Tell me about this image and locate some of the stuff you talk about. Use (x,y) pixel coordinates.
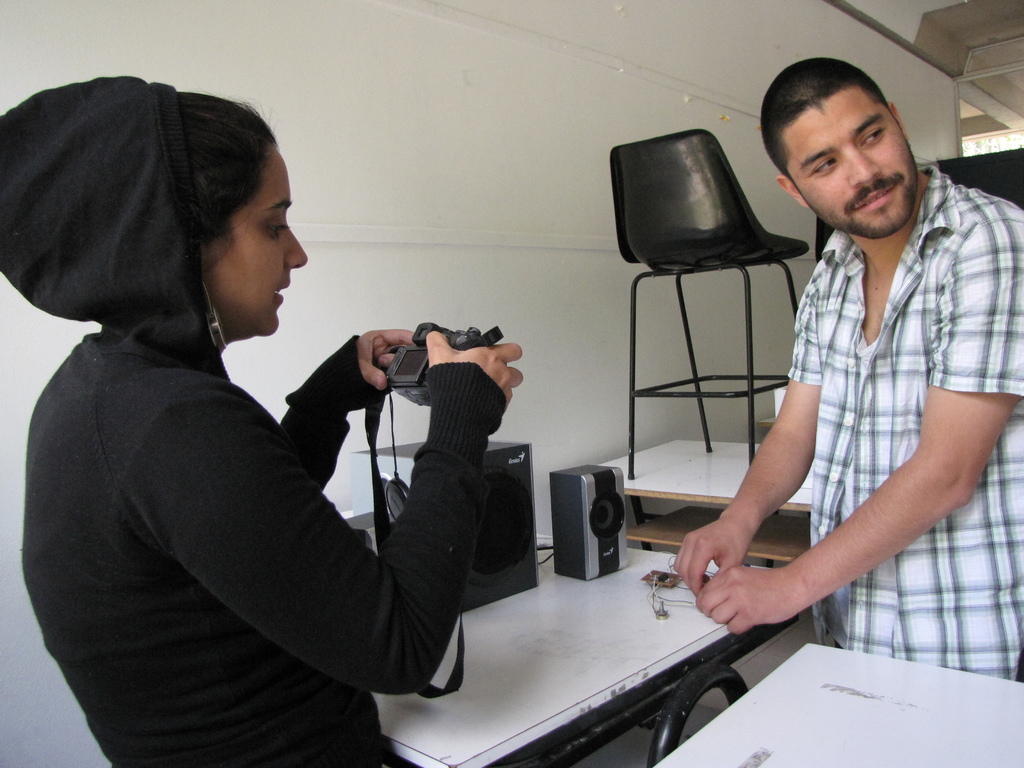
There are two members (181,395) in a picture one is a man (879,435) and the other one is a woman (208,443). Woman (200,424) is holding a camera (407,368). In front of them there is a table (588,615) on which some speakers (534,520) are placed. Behind them there is a chair (682,295). We can observe a wall (508,152) in the background (454,125).
